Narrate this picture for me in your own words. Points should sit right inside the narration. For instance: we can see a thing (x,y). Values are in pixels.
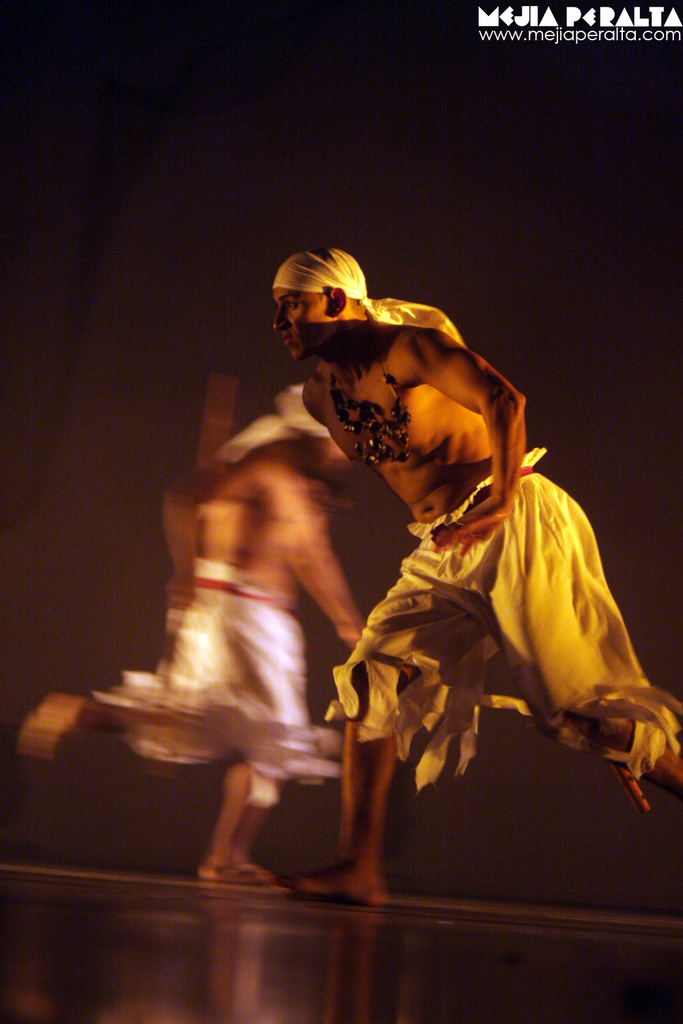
In the picture we can see a man (651,781) running on the floor (83,1018), he is with a cloth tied to his head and in the background (133,713) also we can see some person (157,735) running.
